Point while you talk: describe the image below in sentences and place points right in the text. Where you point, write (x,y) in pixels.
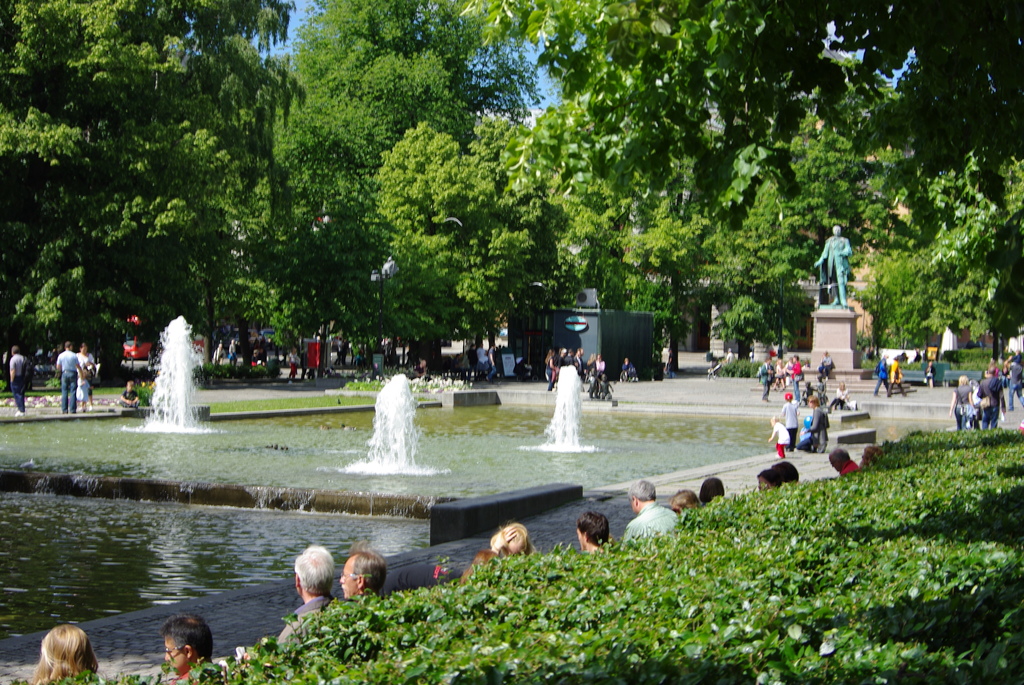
In this image, we can see few people (22,390), water fountains (381,402), grass (98,388), plants (715,656), trees (913,342), shed (651,314), statue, vehicle (137,359), benches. Background (553,105) there is a sky (546,80).
